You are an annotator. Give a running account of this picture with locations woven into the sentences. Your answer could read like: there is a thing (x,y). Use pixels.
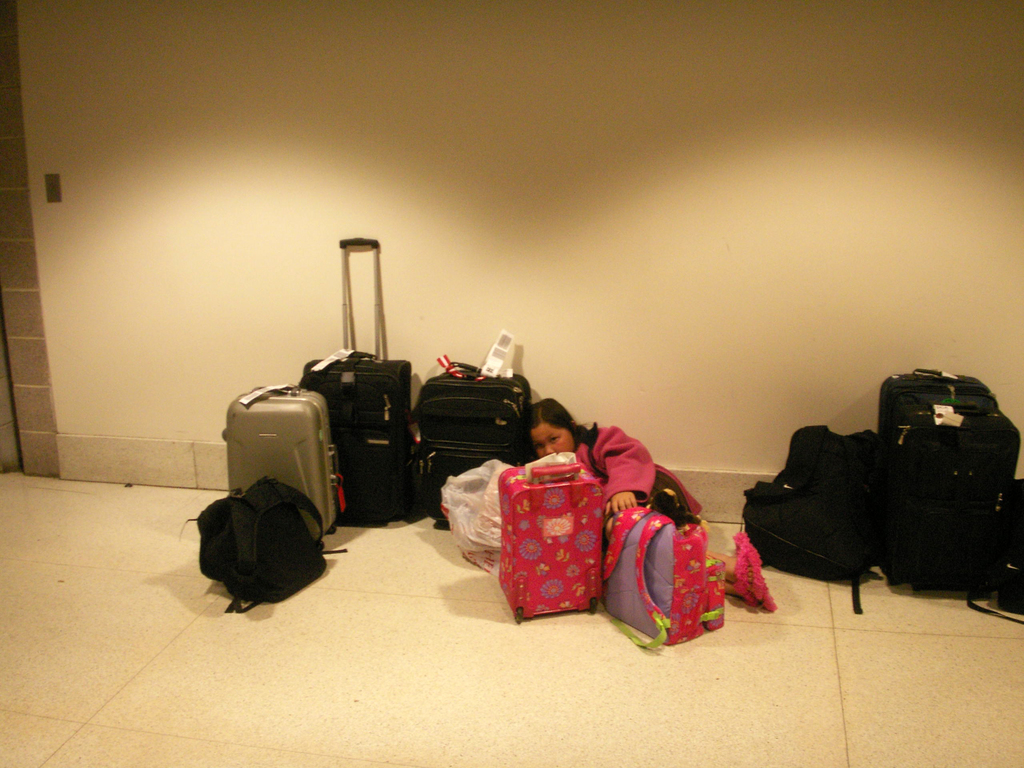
In this there are group of bags (597,577) placed besides a wall (531,297), towards the right corner (816,496) there are four bags (828,511) which are in black in color. In the center (513,495) there are two pink bags (653,577). In the left (301,520) there three bags (376,399) and one grey bag (263,445). In between the bags (505,401) there is the person (550,437), she is wearing a pink dress (609,451). In the background (735,78) there is a wall (626,57).
